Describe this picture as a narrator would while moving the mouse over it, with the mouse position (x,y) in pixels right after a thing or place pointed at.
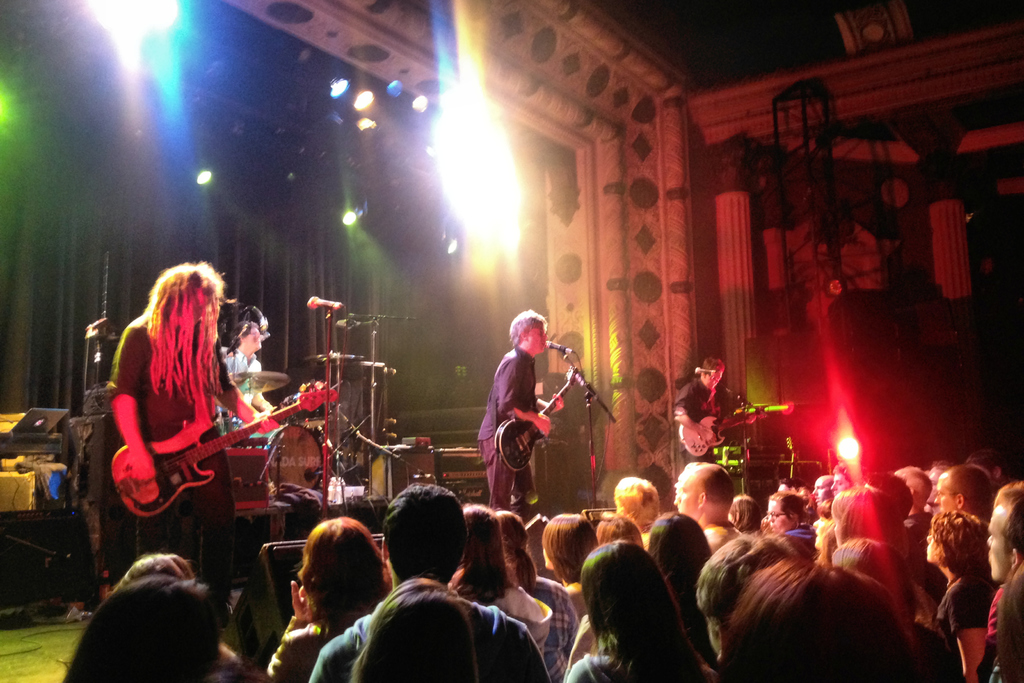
In this image I can see number of people (674,584) standing down the stage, on the stage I can see few people (192,496) standing in front of microphones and holding guitars (694,442) in their hands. In the background (283,260) i can see a curtain (275,204), few lights (162,47), a person (257,326) sitting in front of drums (351,393) and a metal pole (827,109).
